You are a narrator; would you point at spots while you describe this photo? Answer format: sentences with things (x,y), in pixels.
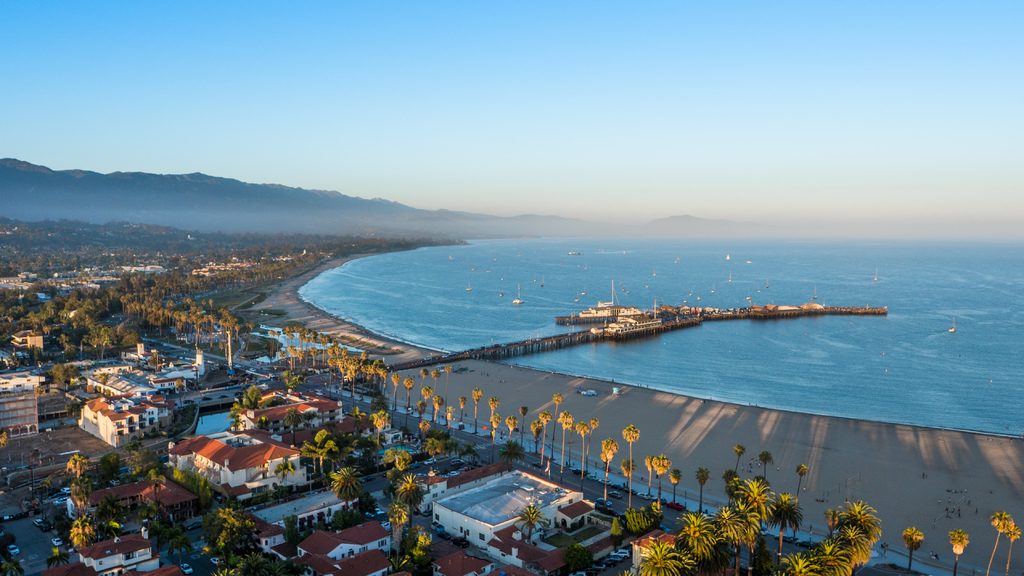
In this image at the bottom (392,459), there are trees (555,397), houses (292,450), vehicles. In the middle (523,349) there are boats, and, trees (364,359), water (720,366), bridge (631,334), people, hills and sky (487,129).
